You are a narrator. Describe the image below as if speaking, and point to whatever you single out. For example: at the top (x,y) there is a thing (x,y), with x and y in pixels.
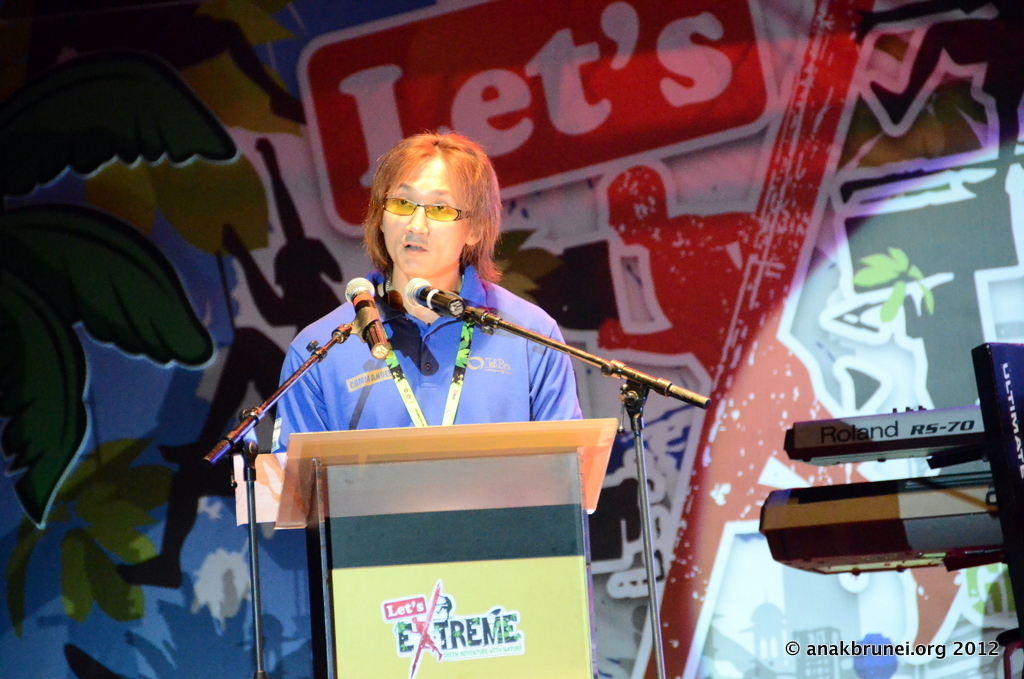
In this picture I can see a podium (519,478) in front (367,619) on which there is something written and I can see 2 tripods (313,349) on which there are mics (358,312) and behind the podium (394,432) I can see a man (441,253) who is standing. In the background (278,280) I can see a board (158,326) on which there is art (101,255) and something is written. On the right bottom corner of this picture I see the watermark (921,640).
